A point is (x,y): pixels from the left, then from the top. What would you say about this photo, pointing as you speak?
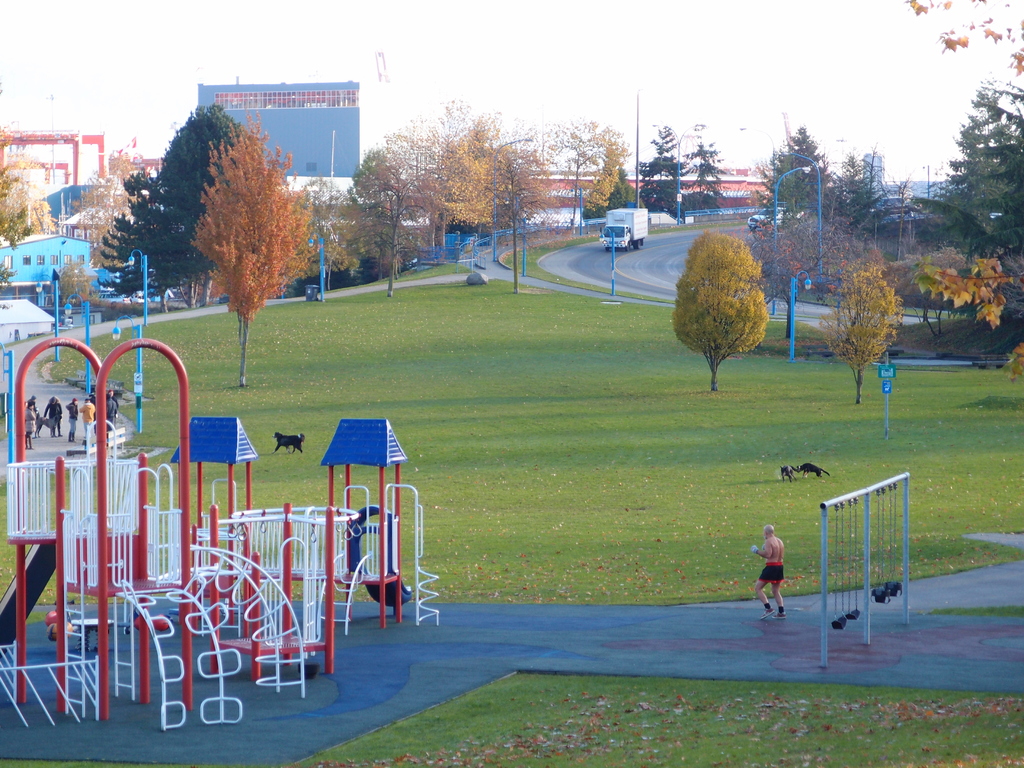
In this image we can see many playing objects (223,583). There are many trees (335,238) in the image. There are many people (83,409) in the image. There are few animals (791,473) in the image. There is a grassy land (773,478) in the image. There are few vehicles (638,239) on the road (645,251). There is a sky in the image.
